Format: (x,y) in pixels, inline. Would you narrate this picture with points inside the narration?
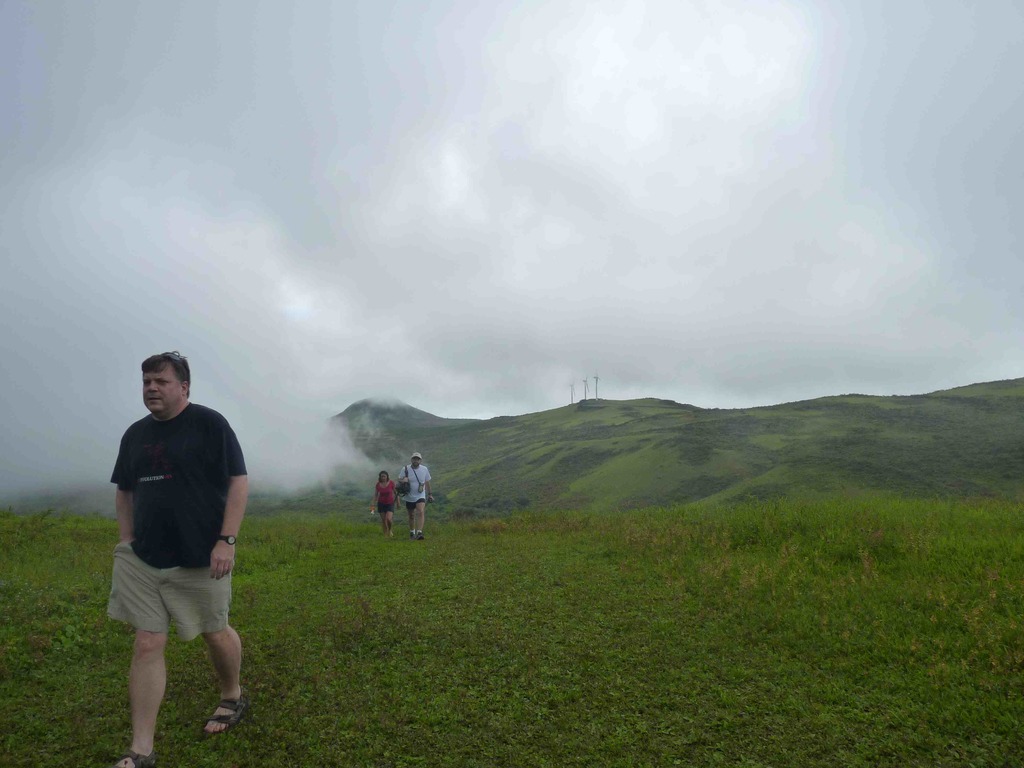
In this image we can see some persons (207,634), grass (349,525) and other objects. In the background of the image (443,431) there are mountains (624,417), fog (304,473) and other objects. At the bottom of the image (783,699) there is the grass (97,593). At the top of the image (493,191) there is the sky (718,122).
